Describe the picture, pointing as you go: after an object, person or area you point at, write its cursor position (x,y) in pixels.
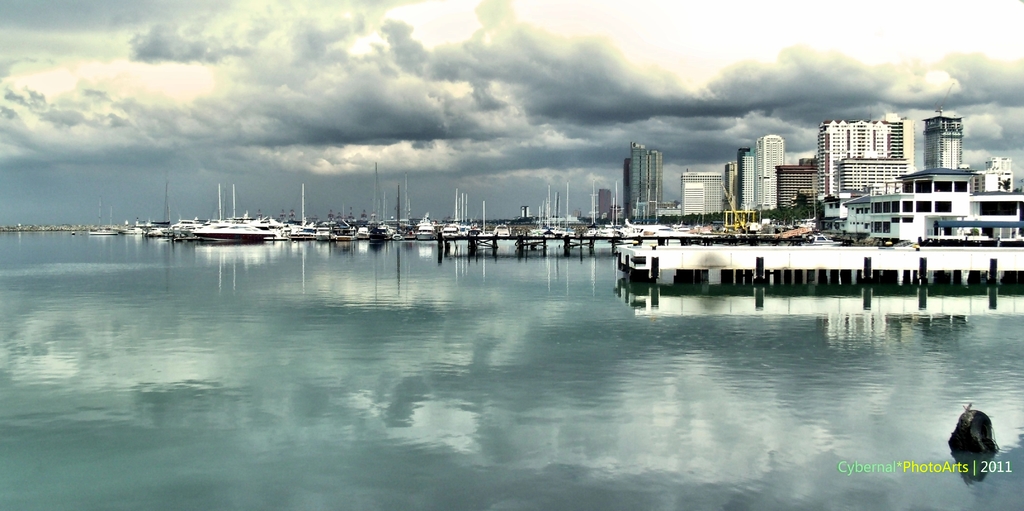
In this image there are ships (273,230) in the water (278,385). In the background of the image (929,201) there are buildings (919,189), trees (800,205) and sky (615,89). There is some text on the right side of the image (884,459).
